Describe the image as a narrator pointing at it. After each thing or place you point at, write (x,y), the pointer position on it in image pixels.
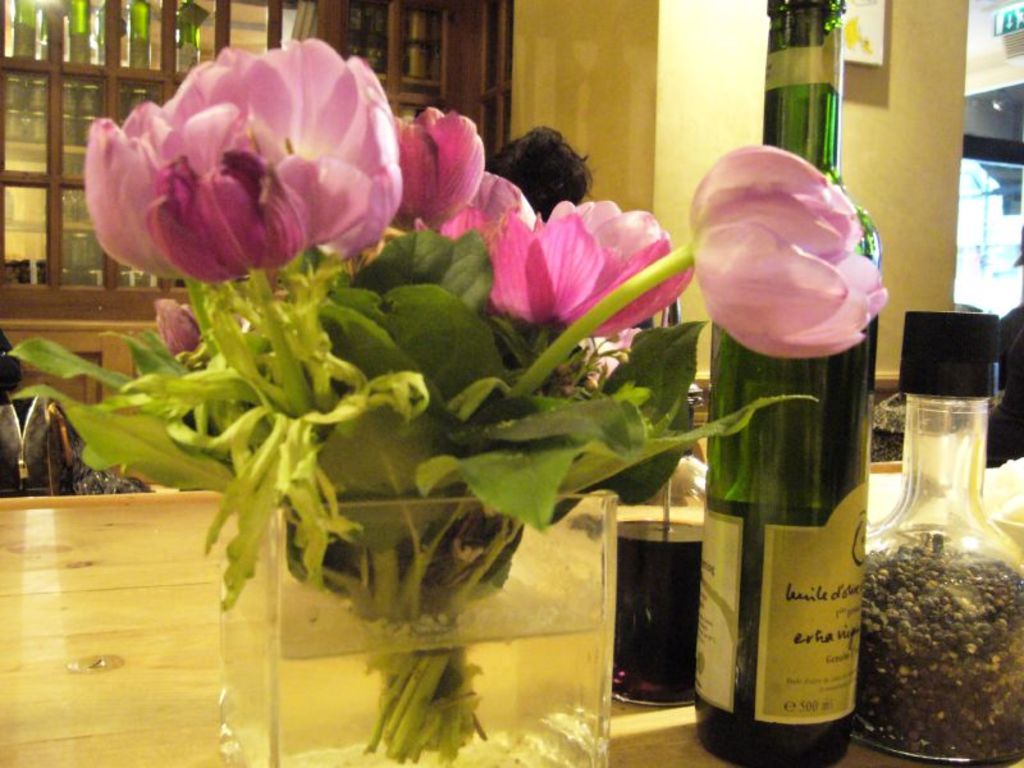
In this picture there is beautiful color bouquet (422,409), beside that there is a olive oil bottle (737,687) and a glass (683,541), in the background (40,242) we observe glass windows (79,162).
